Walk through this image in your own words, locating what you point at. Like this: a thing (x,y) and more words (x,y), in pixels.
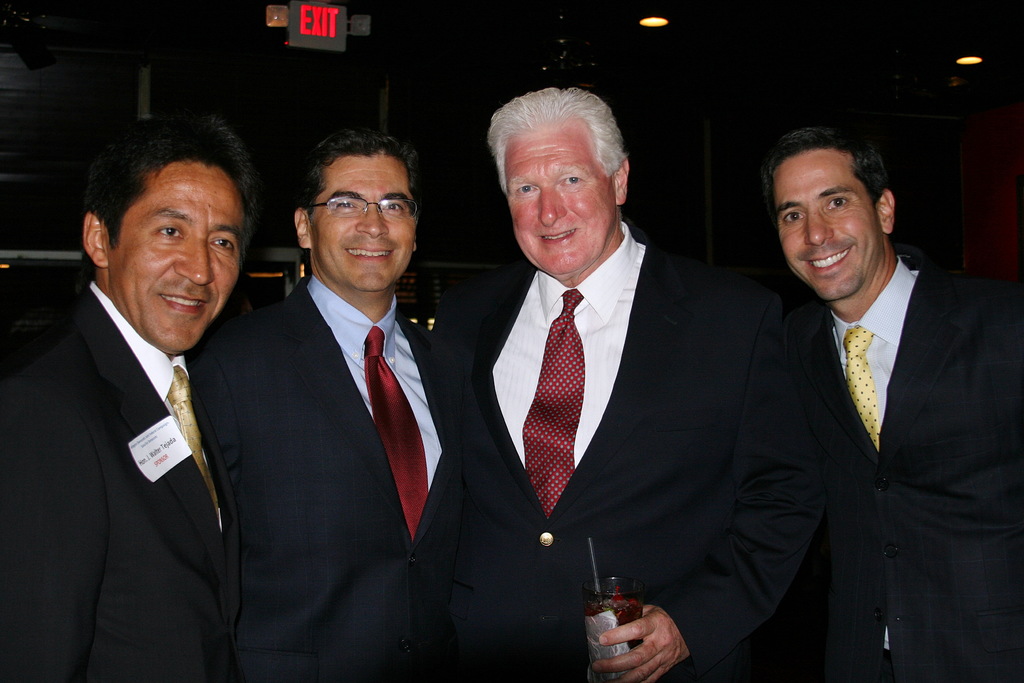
In this image, there are a few people (692,406). Among them, we can see a person (594,466) holding an object (612,655). In the background (466,201), we can see the wall (455,106). We can also see a board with some text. We can also see the roof (694,80) with some lights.
